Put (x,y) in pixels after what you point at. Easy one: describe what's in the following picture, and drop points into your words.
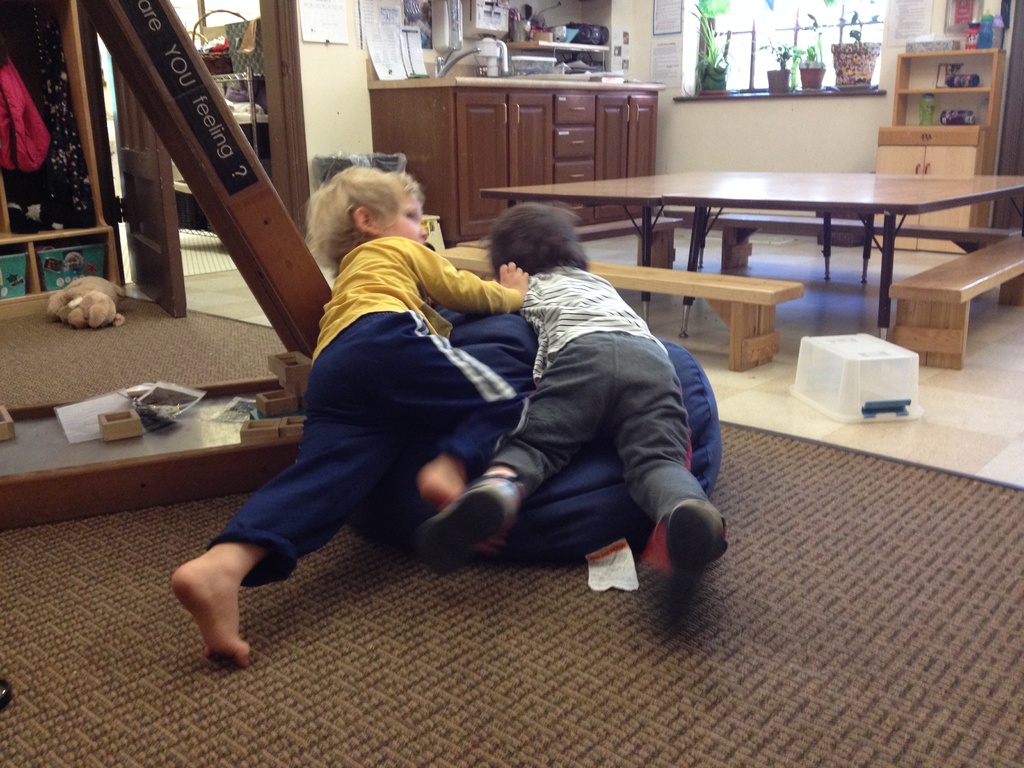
In this image two kids (230,605) are lying on a couch (481,331) and at the right side (1008,283) there is a table (549,195) and four benches (938,285), beside there is a basket (910,408). At the top right corner (944,141) there are few pots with the plants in the window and the rack (896,169) having few bottles (997,27) in it. There is a cabinet (634,160) at the top of the image (499,169) having few utensils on it. At the left side (96,278) there is a doll (99,302) on the floor (139,313).
